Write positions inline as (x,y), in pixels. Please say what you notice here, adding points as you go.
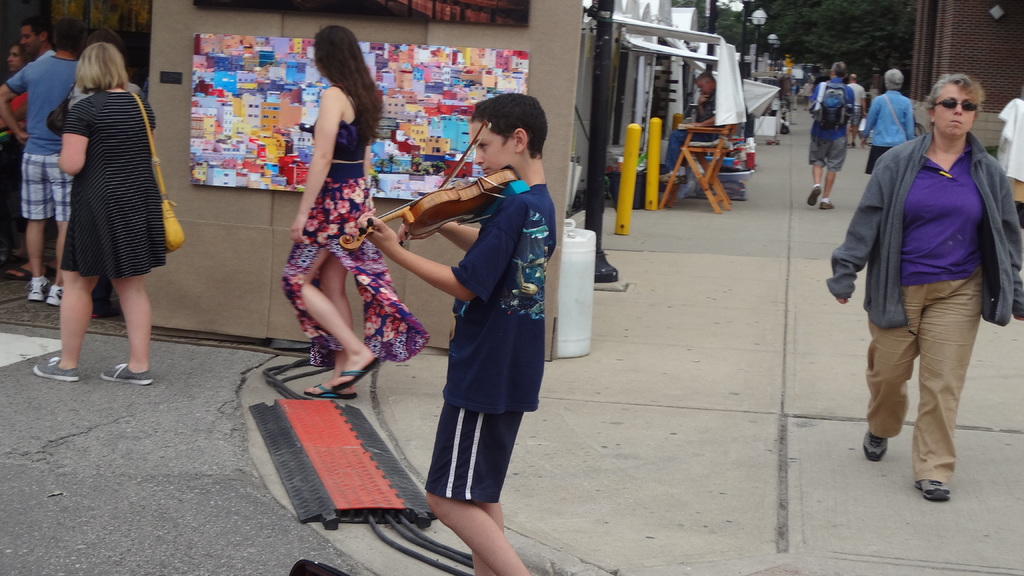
In the image we can see there are many people (411,337) walking on the street (843,213), some of them are standing. These people (25,184) are wearing clothes (933,358) and this is a handbag (177,227), slippers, wires (415,553), shoes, wooden chair (679,163), frame (504,86), musical instrument (452,202), light pole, buildings (978,34) and trees (836,17). This person (955,122) is wearing goggles (941,101).
